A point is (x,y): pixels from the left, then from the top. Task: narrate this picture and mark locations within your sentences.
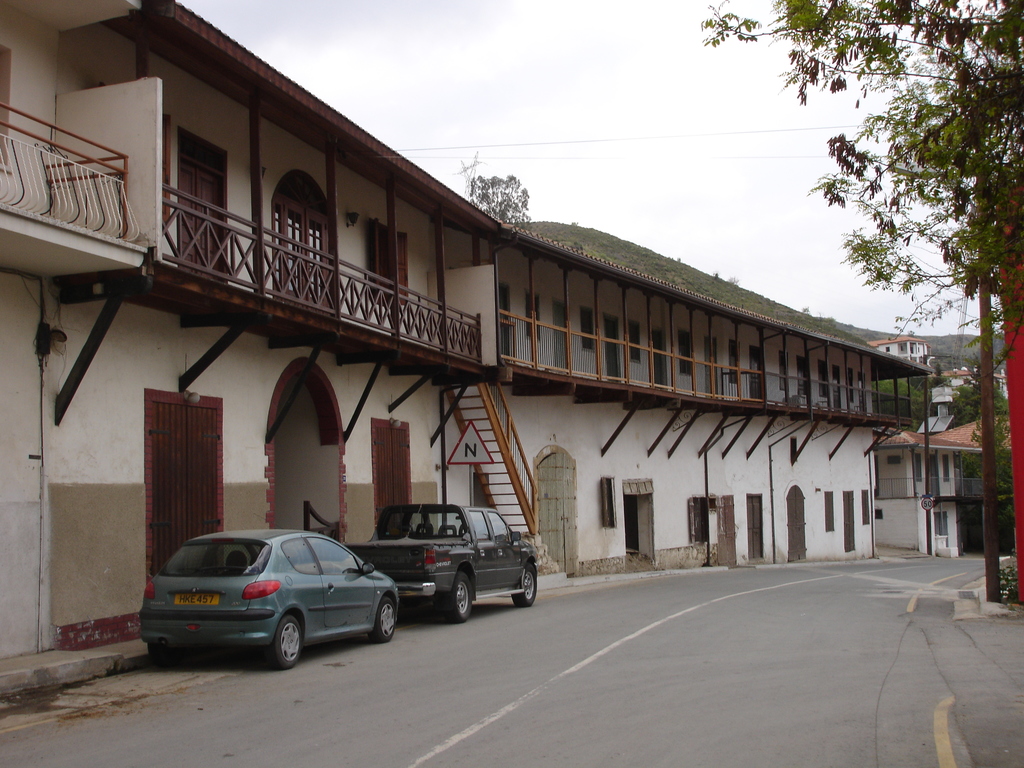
In the center of the image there is road (874,632). There are cars (364,554). There are buildings (467,218). At the top of the image (480,59) there is sky (537,75). There are mountains (658,260).
